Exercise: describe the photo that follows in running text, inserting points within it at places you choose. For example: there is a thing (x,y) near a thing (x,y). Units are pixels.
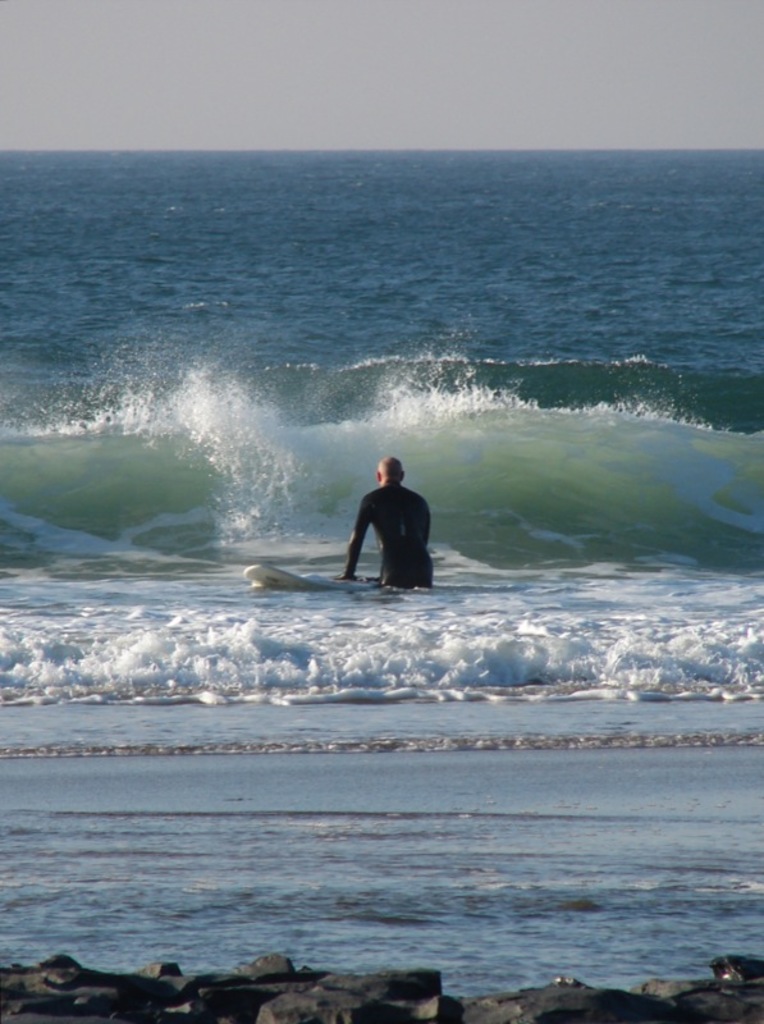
In this picture we can see stones (575,1007) at the bottom (344,1003), in the background (521,324) there is water (531,396), we can see a person (406,534) and a surfboard (268,584) in the middle (379,527), there is the sky (411,62) at the top of the picture (411,62).
